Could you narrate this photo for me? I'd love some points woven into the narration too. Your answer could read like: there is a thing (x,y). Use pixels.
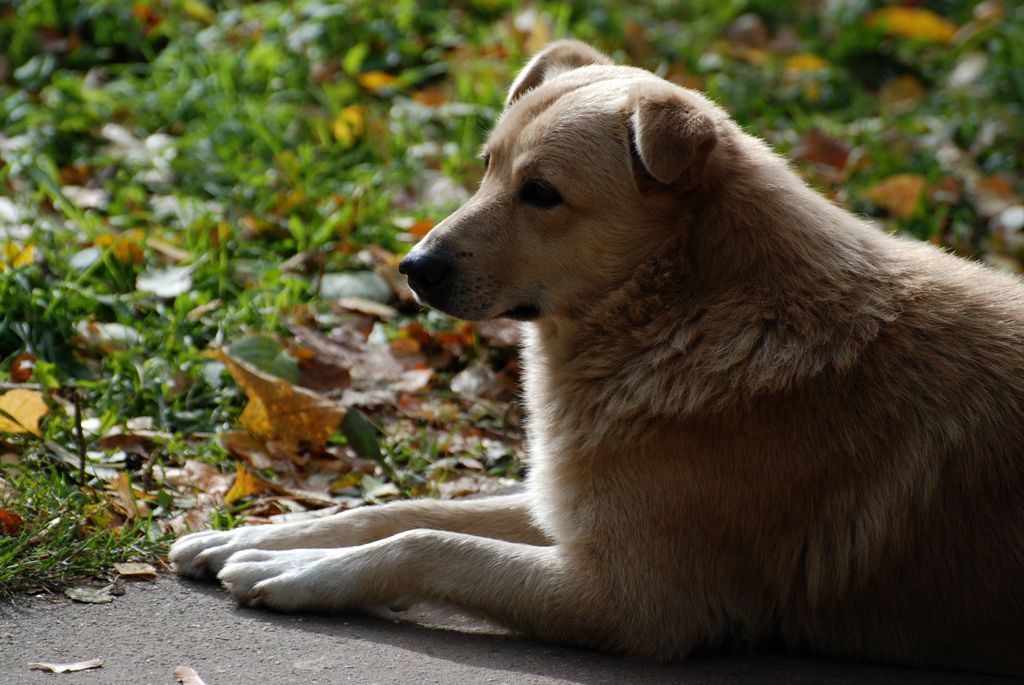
In this picture I can see there is a dog (935,454) and it is looking at left side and there is grass (198,359), dry leaves (321,380) and soil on the floor (90,633).
